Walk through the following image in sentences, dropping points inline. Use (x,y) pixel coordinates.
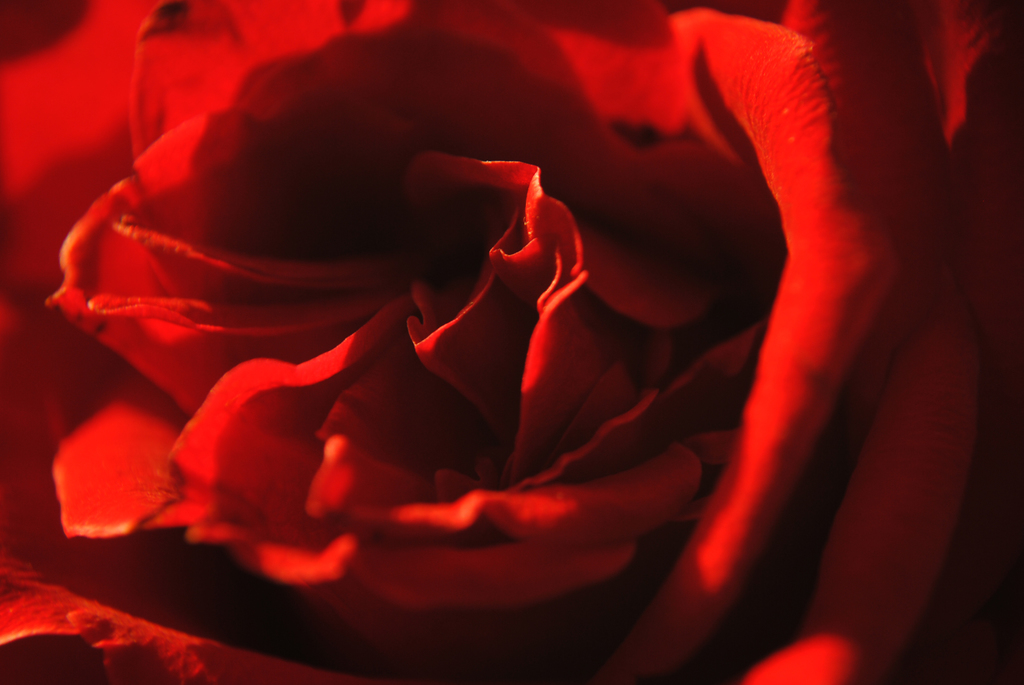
In this picture we can see a red flower (334,275).
